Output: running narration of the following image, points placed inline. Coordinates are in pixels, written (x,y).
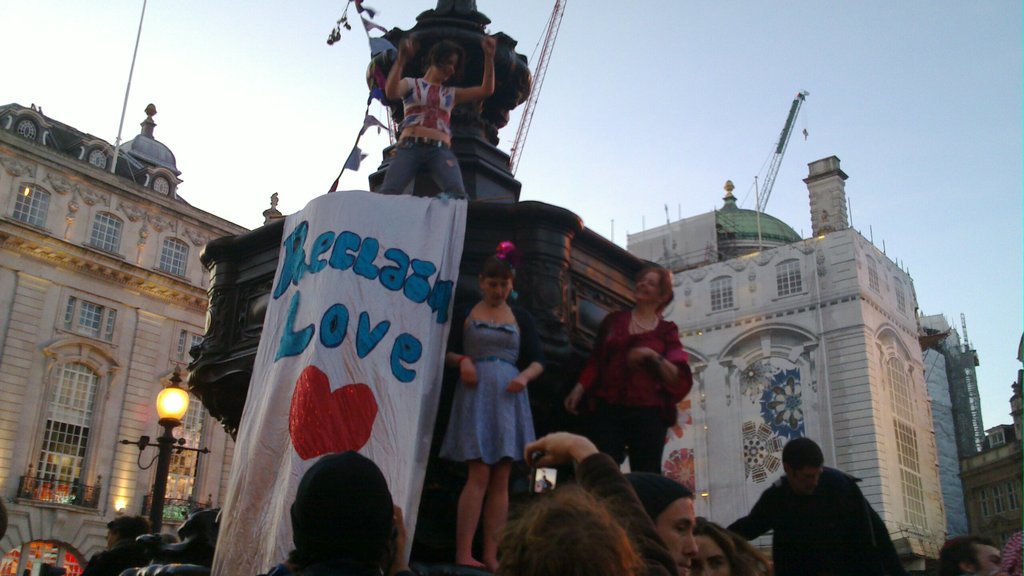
In this picture we can observe a woman (410,122) standing on the pillar (489,222). There is a white color poster (343,305) with blue color words (399,279) on it. We can observe some women (528,381) and men (815,545) in this picture. On the left side (172,433) there is a street light pole (164,428). In the background (113,343) there are buildings (747,321) and two mobile cranes (768,189). We can observe a sky (614,95).
